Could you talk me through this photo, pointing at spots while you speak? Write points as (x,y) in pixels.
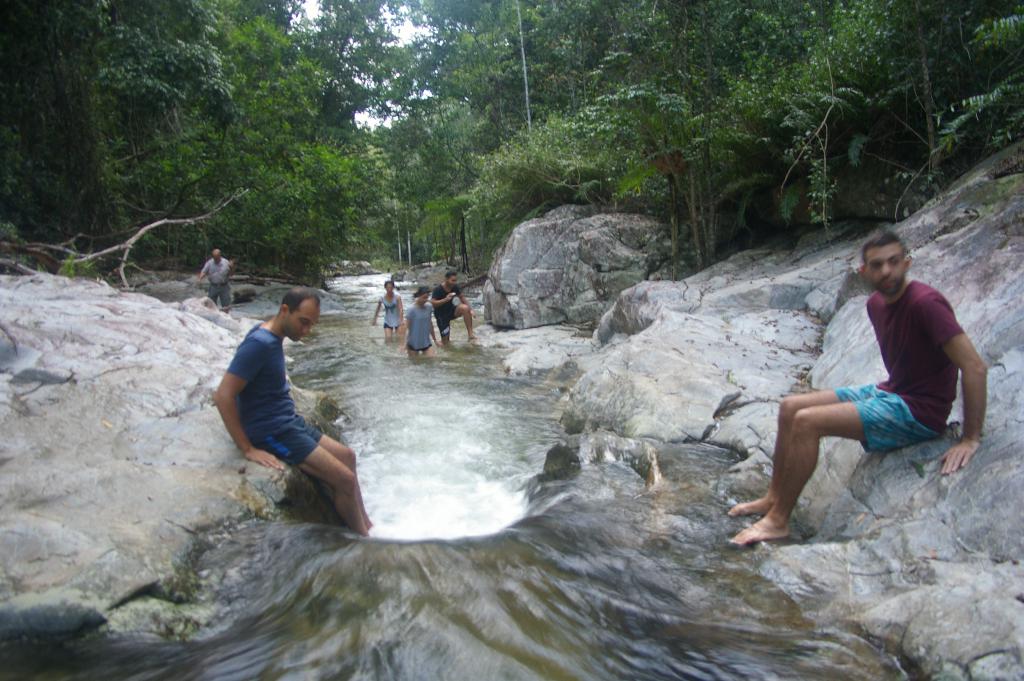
In this image we can see few people (427,297) and we can see the water flow (451,348) in the middle (562,415) and there are some rocks (179,470). We can see some trees (186,179) in the background (687,59) and we can see the sky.
